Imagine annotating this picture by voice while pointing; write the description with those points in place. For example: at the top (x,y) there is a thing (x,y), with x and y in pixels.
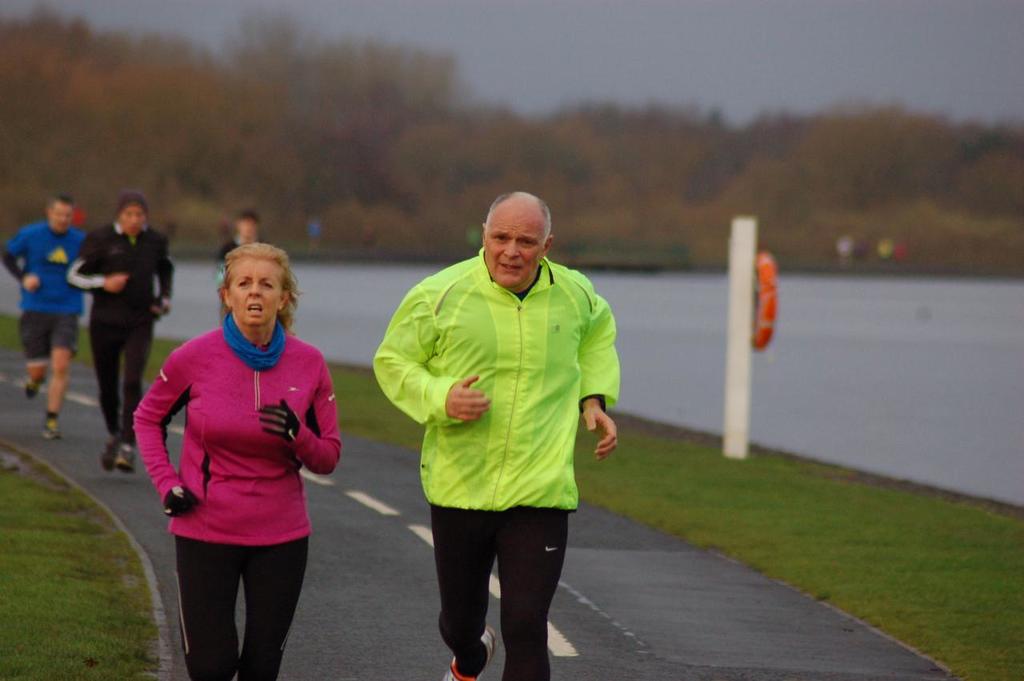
In this image we can see few people (172,358) jogging on the road (434,571). On the sides there's grass (39,558) on the ground (806,515). On the right side (864,367) there is water (874,348). In the background (446,132) there are trees (427,119) and sky (727,52). Also there is a pole (751,332) with a tube (767,303).
